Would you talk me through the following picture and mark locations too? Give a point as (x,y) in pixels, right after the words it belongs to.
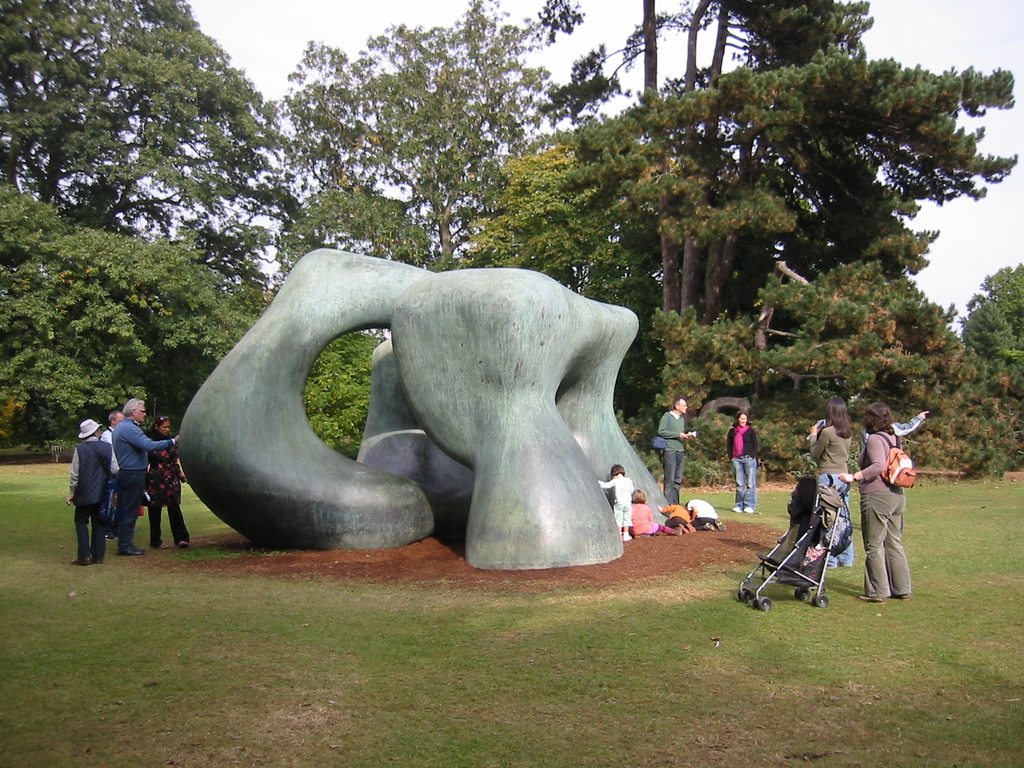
In the center of the image (456,382) there is a sculpture (308,475). On the right (808,588) we can see a trolley (805,489). In the background (741,497) there are people (888,505), trees (678,252) and sky (324,15). At the bottom (395,644) there is grass (577,647).
